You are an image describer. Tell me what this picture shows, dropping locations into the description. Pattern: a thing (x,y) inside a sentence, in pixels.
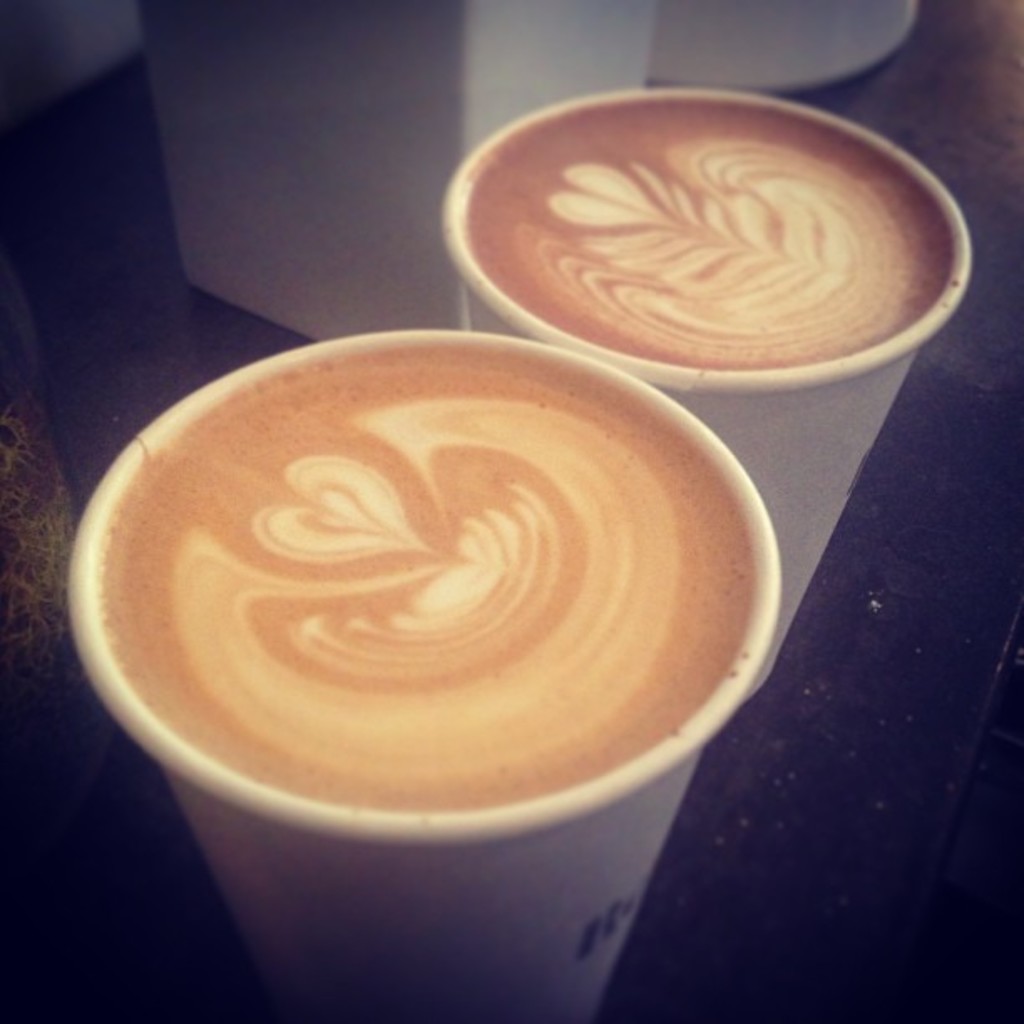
In this image we can see two cups (524,921) with a coffee (407,622).
